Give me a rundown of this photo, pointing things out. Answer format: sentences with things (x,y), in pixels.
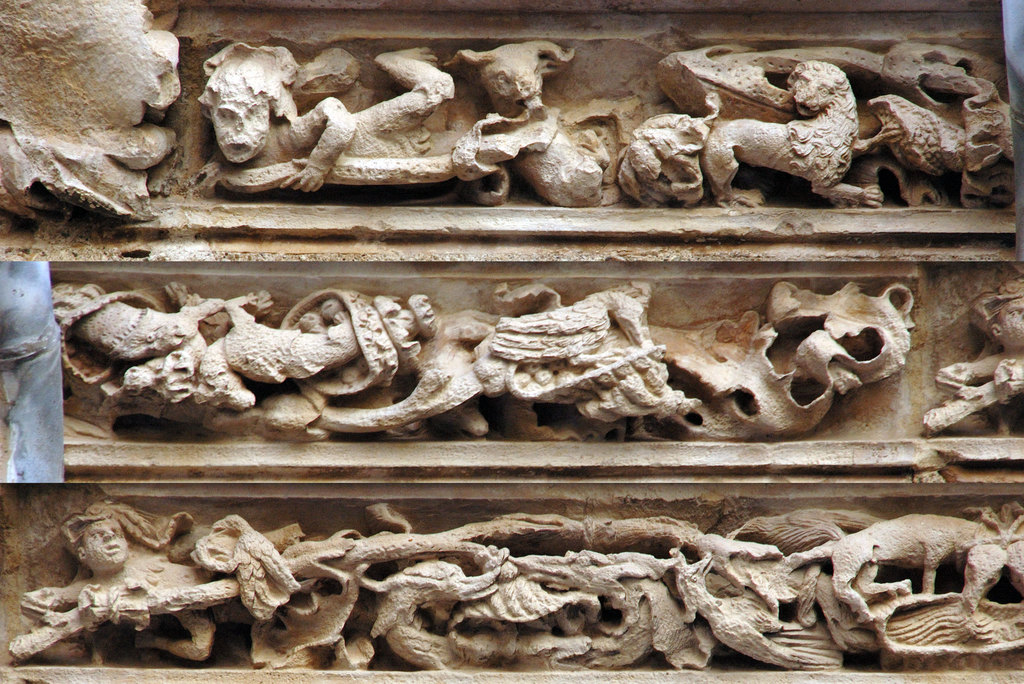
In this image, there are sculptures (358,365) on this wall (519,421).
